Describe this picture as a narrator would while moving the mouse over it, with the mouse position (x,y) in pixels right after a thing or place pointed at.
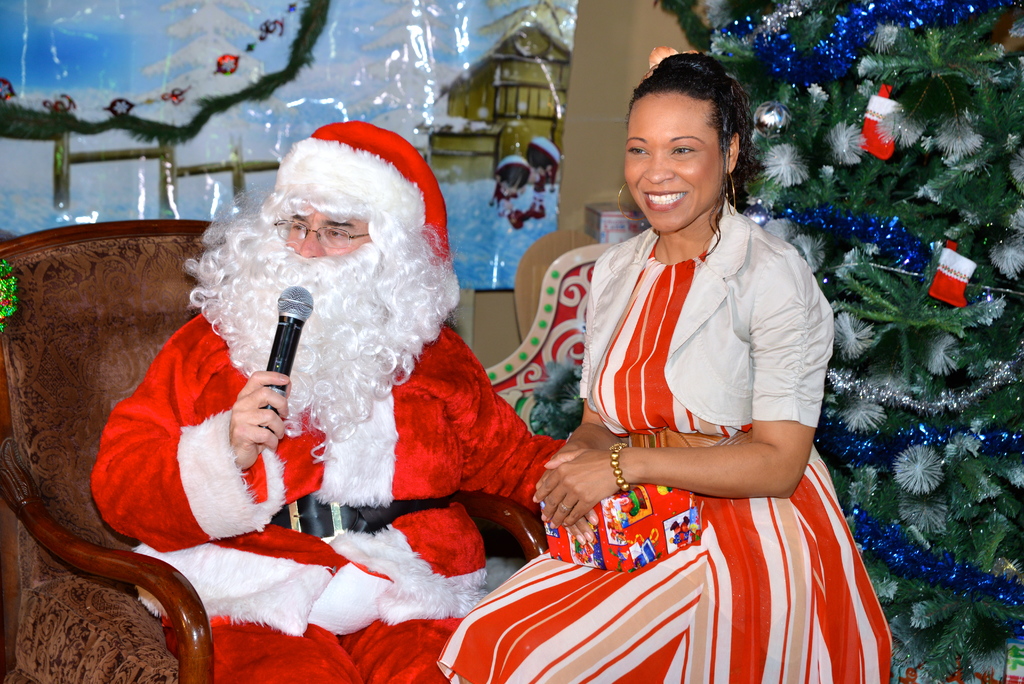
In the image there is a person (374,508) wearing santa costume (341,431), he is sitting on a chair (196,666) and talking something. Beside him there is a woman (681,459) sitting and holding a gift (614,541) and behind the woman (795,305) there is a christmas tree (847,181) and in the background (538,125) there is a poster (515,237) attached to the wall (563,223).
